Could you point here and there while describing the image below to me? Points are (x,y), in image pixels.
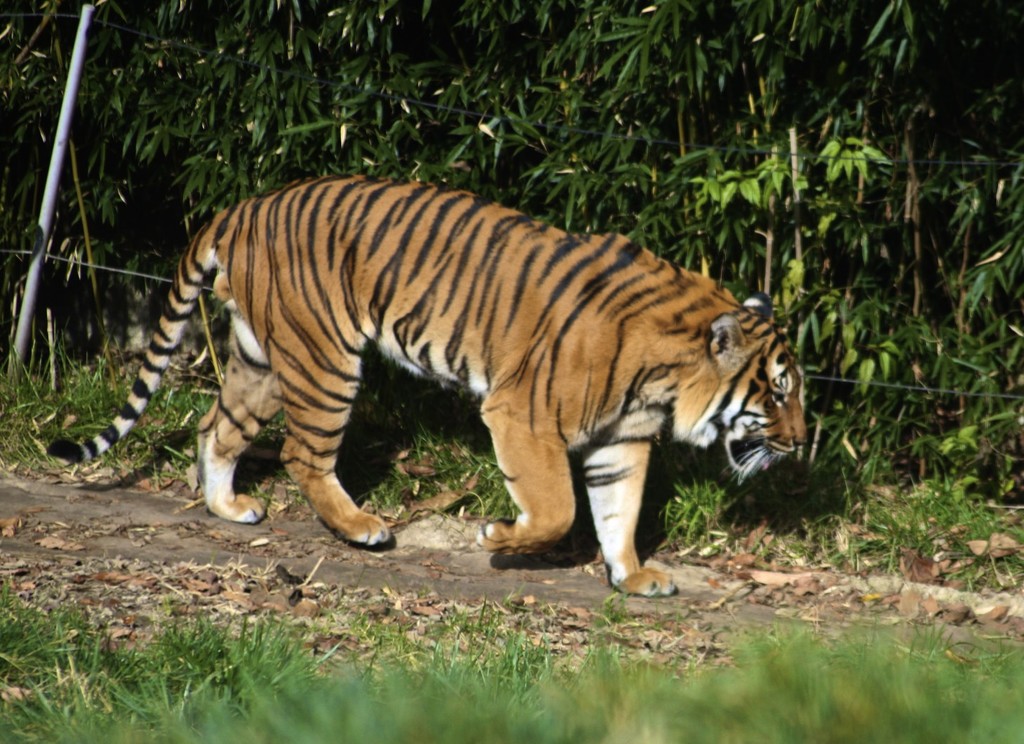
In this image we can see a tiger (555,531), here is the tail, here are the trees (799,327), here is the grass (82,379), here are the dried twigs (118,573) on the ground (746,615).
